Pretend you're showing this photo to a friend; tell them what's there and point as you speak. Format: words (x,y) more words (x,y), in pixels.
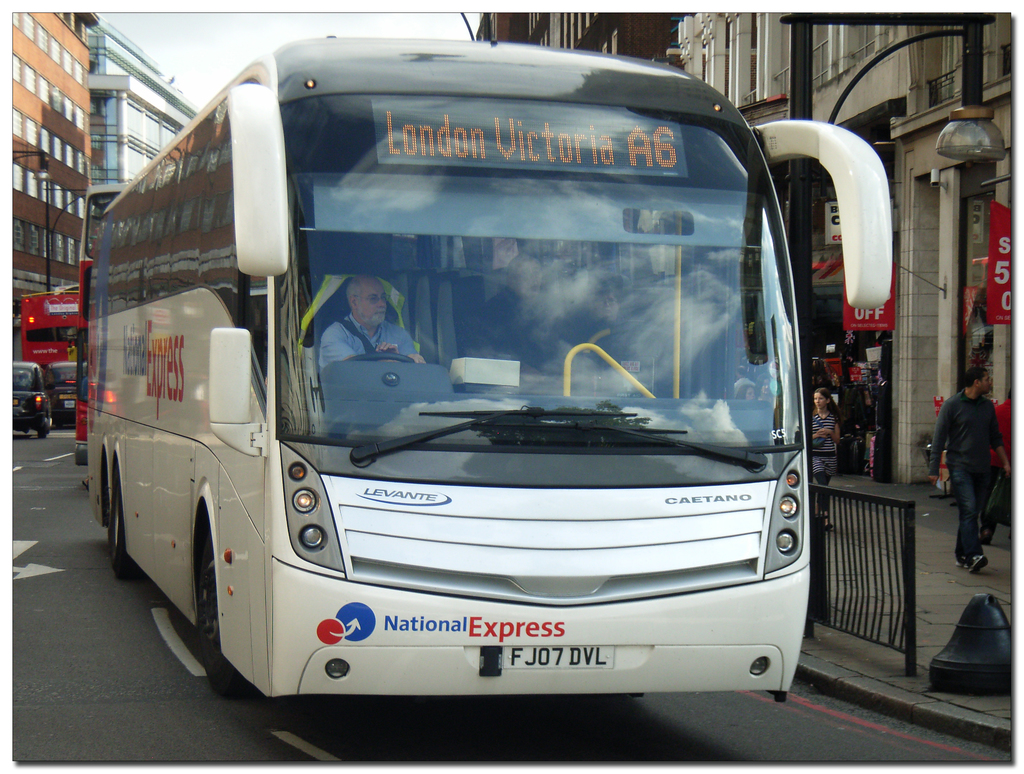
In the picture we can see a bus (591,582) on the road (69,582) and in the bus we can see a man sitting and driving it and on the top of the bus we can see a name London Victoria A6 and beside the bus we can see a railing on the path (990,590) and behind it we can see some people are walking near to the shops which are to the buildings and behind the bus (160,569) we can see some vehicles (36,392) on the road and behind it we can see some buildings (53,156) with windows (131,124) and behind it we can see a sky (133,29).
